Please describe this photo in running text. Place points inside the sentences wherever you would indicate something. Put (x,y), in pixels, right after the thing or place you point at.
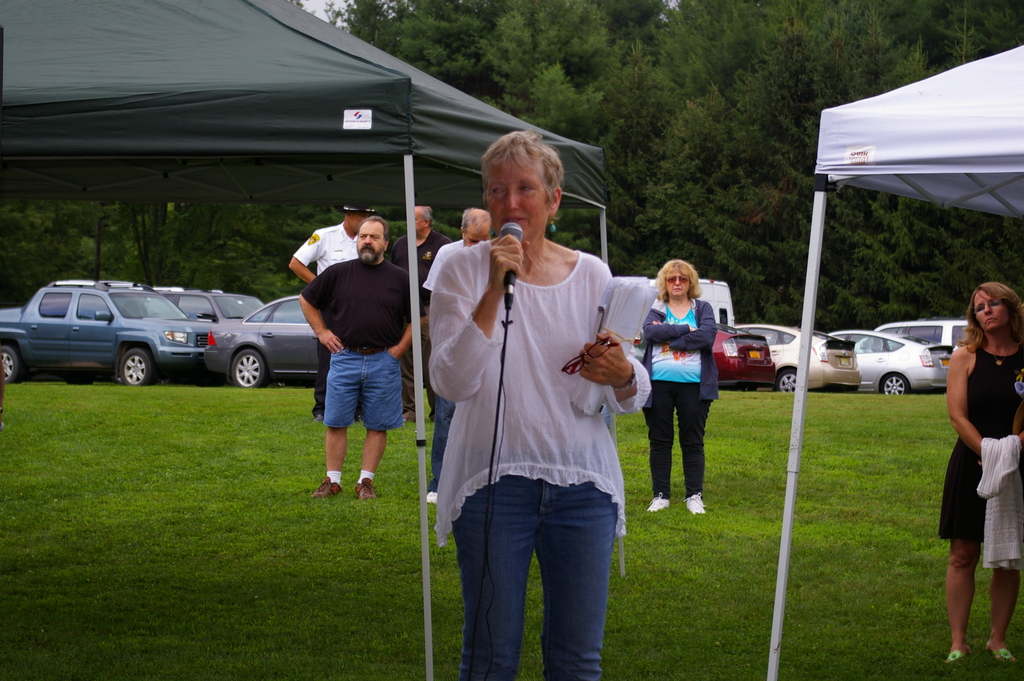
In this image we can see people (621,358) standing on the ground (647,490) and one of them is holding mic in the hands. In the background (893,370) there are motor vehicles (223,348) parked on the ground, trees (860,230), parasols (277,110) and sky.
